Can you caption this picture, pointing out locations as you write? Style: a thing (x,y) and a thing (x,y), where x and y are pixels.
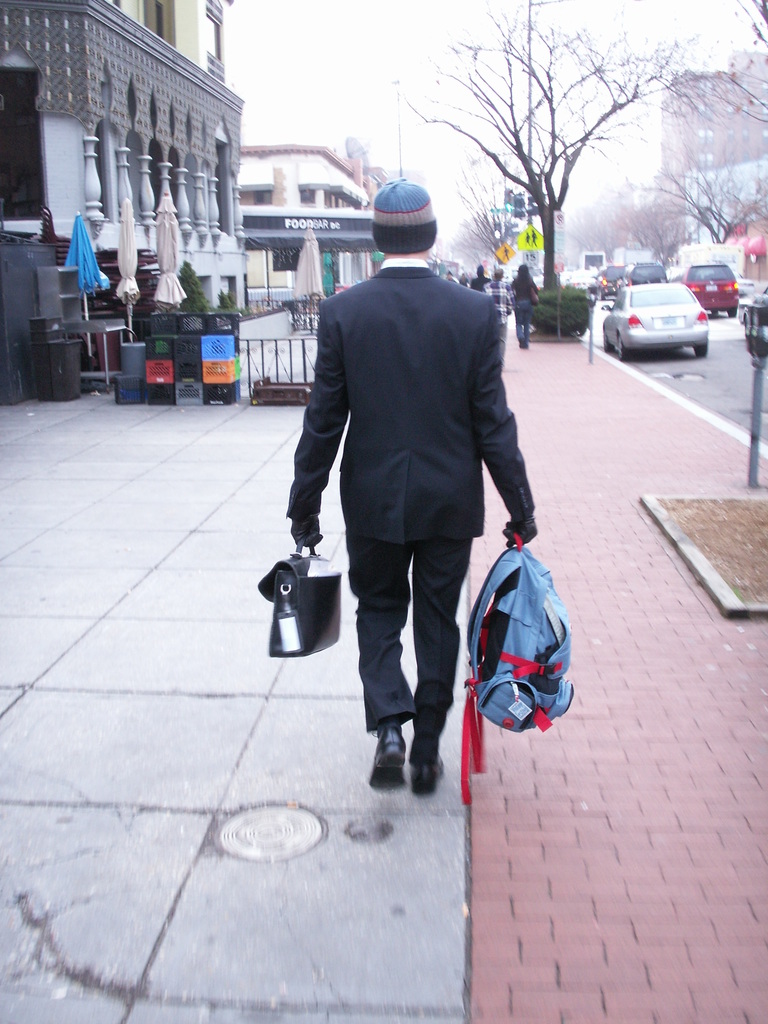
Here we can see a man (383,743) walking on the road (342,657) with bags (516,621) in his hands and in front of him we can see cars (707,313), buildings (186,236) and trees (550,63).
